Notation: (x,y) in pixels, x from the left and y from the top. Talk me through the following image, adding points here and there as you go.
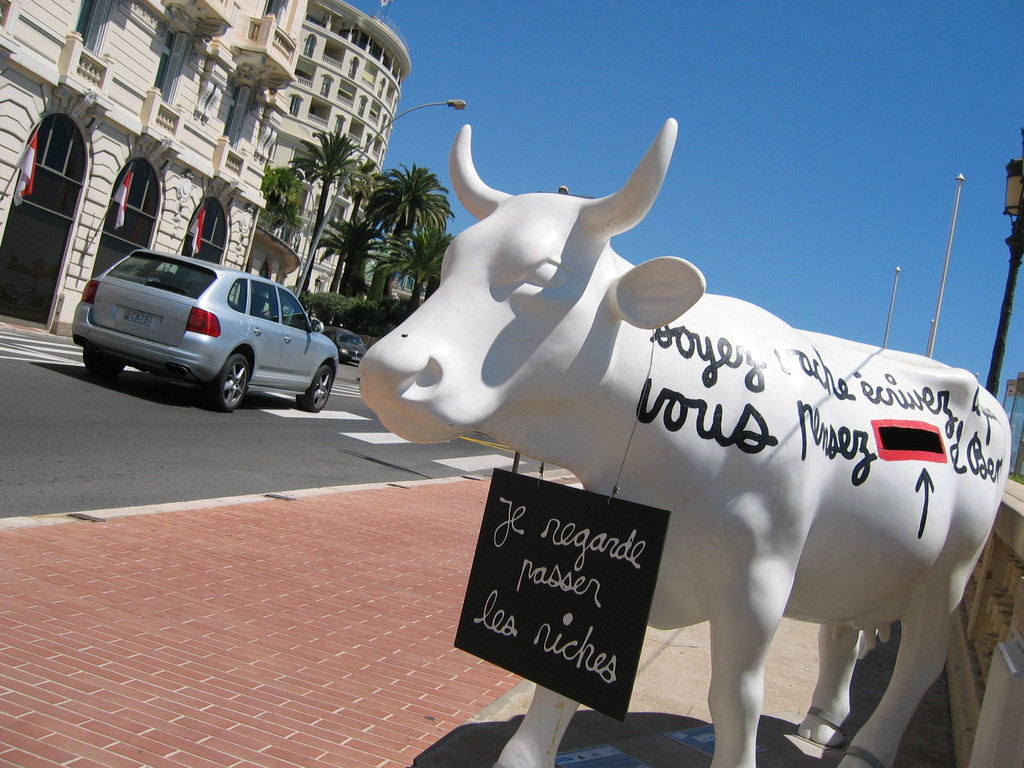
In this image I see a sculpture of a cow (453,369) which is of white in color and I see few words (707,413) written over here and I see a black board (554,555) on which there are few words (585,593) written and I see the path (436,596). In the background (218,486) I see the buildings (315,283), few cars (251,294), road (76,376) on which there are white lines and I see the flags (120,197) over here. I can also see the light poles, trees (340,268), bushes (317,308), few more poles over here and I see the blue sky (787,47).
